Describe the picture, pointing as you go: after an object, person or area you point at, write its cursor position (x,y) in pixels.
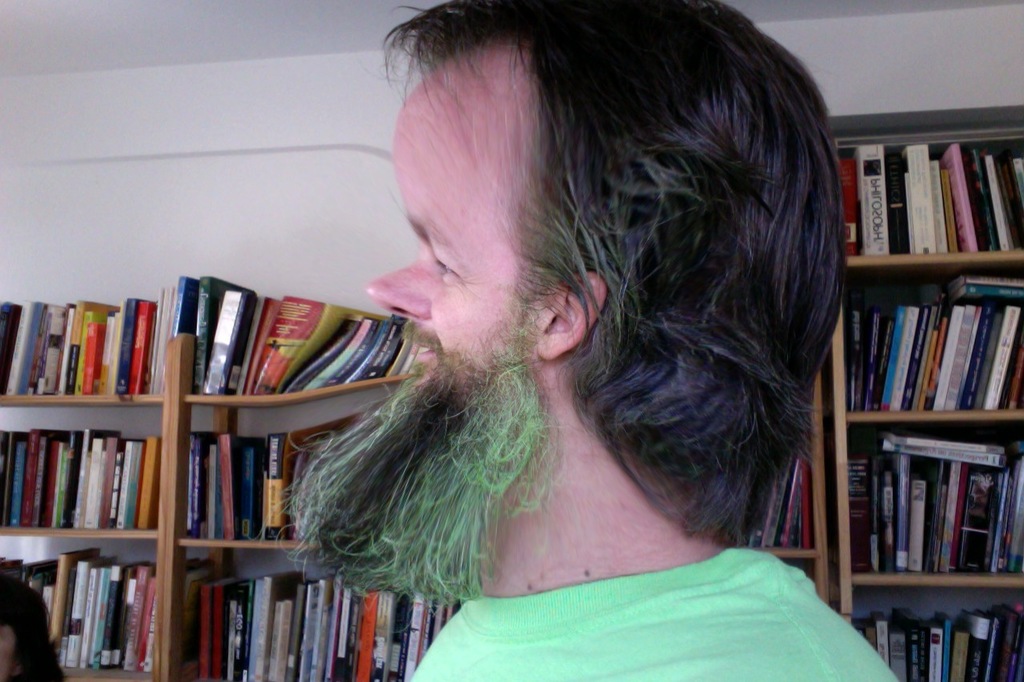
In this picture I can observe a man (499,263) in the middle of the picture (490,322). In the background (246,478) I can observe books (259,391) placed in the shelves (835,381).
